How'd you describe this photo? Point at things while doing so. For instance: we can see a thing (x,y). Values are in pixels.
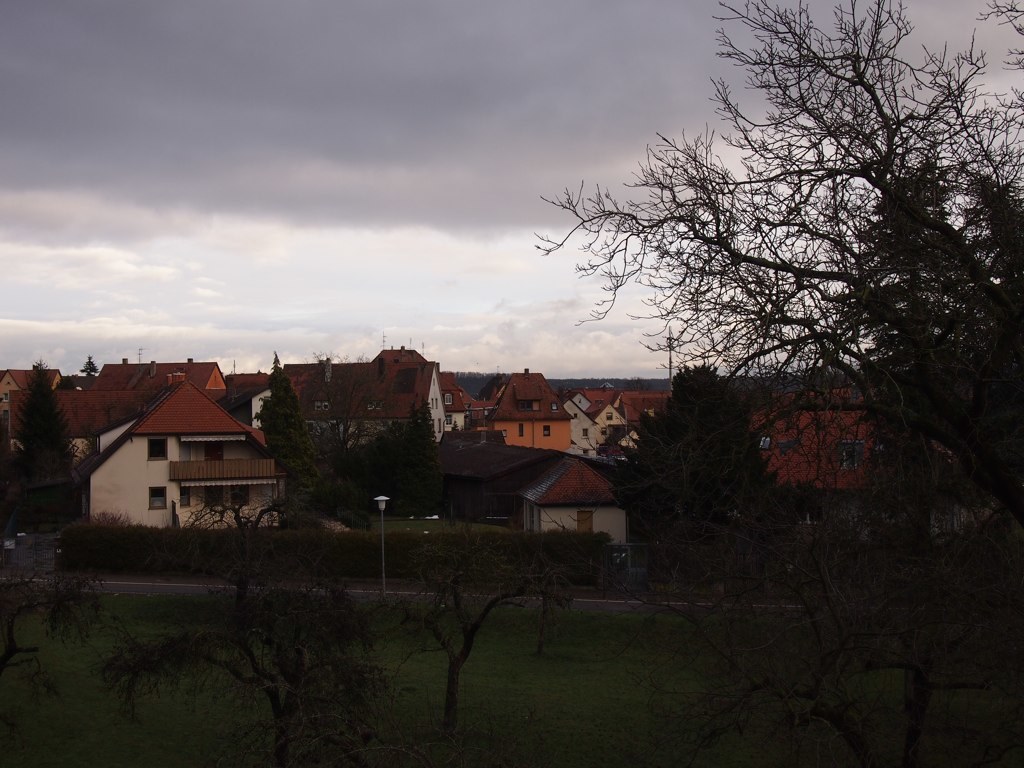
Here there are houses (271,502) with the windows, here there are trees (783,374) and this is a sky (482,151).
